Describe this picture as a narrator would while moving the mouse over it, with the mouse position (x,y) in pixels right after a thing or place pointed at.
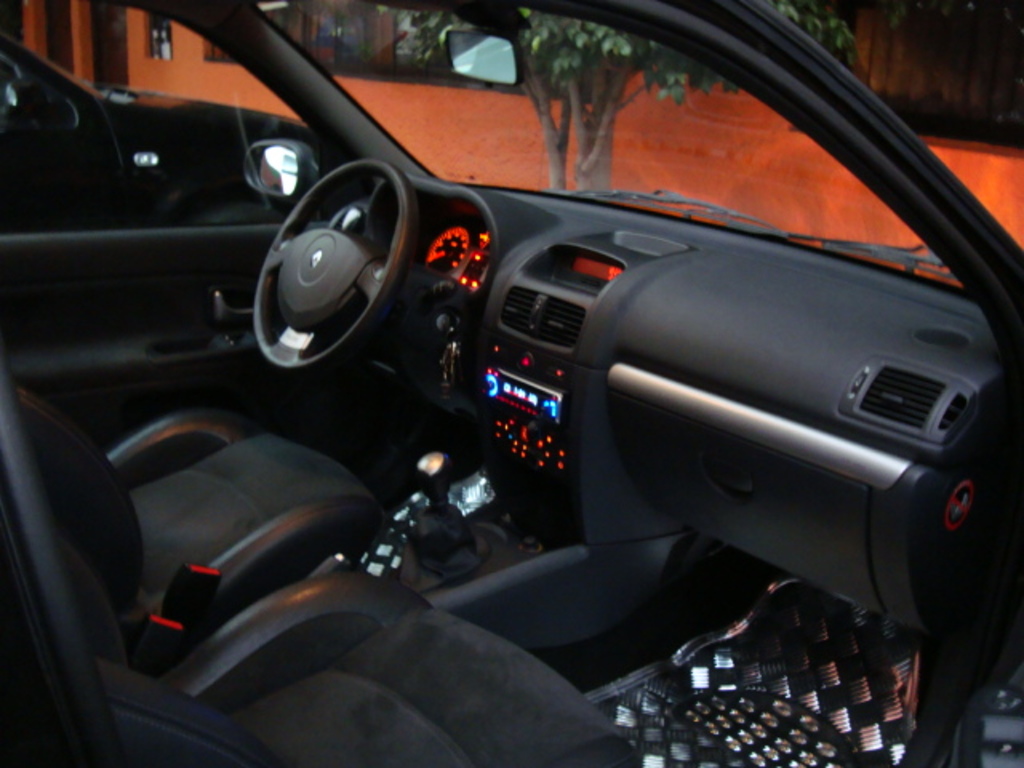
Here we can see an inside view of a car (395,297), there is a glass (673,165) here, from the glass (645,100) we can see a tree (594,70), there is a steering (381,269) here.
